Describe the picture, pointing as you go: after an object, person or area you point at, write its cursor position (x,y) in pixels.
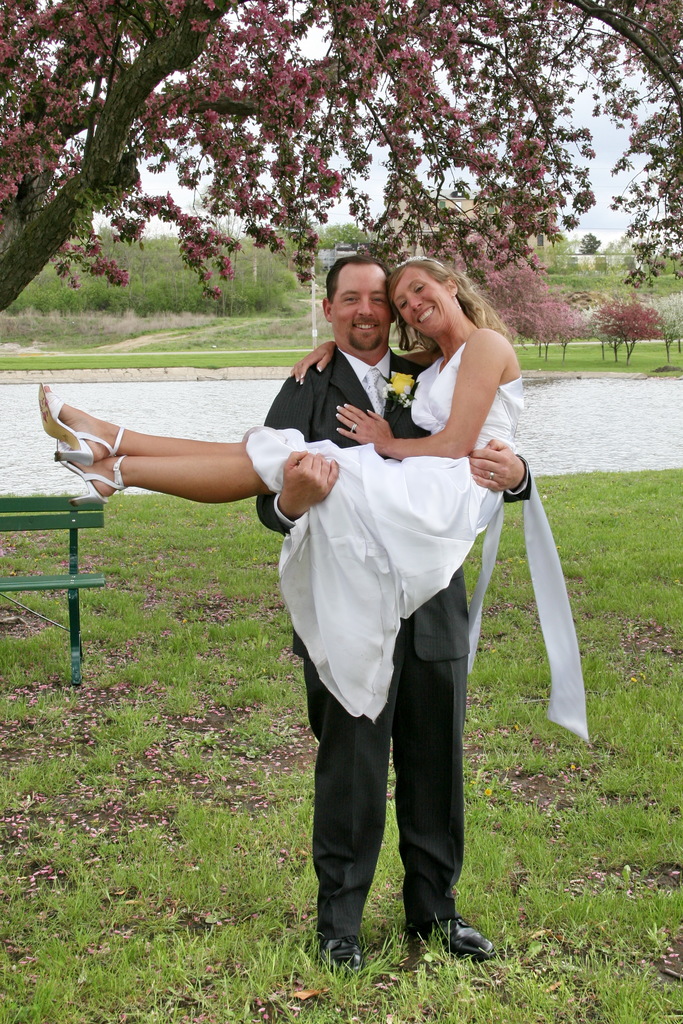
In this image we can see a man (431,657) carrying a woman (355,479), there is a bench (14,602), trees (524,0), plants (128,311), grass (656,482), also we can see the sky (545,155).
